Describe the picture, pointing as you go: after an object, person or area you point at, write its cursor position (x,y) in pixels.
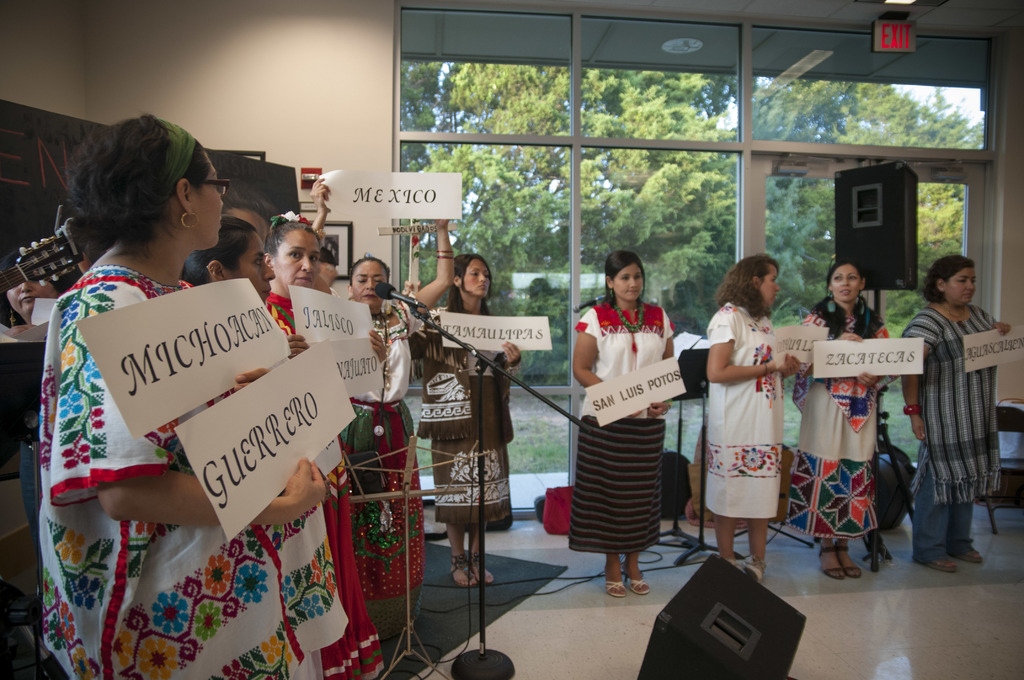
In the middle of the image (465,273) few women (952,310) are standing and holding banners (226,287) and there are some microphones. Behind them there are some speakers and there is a wall (363,56), on the wall (239,55) there is a glass windows (551,137). Through the windows (667,215) we can see some trees (767,215). At the top of the image (654,57) there is roof (959,14) and light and sign board (883,38).
